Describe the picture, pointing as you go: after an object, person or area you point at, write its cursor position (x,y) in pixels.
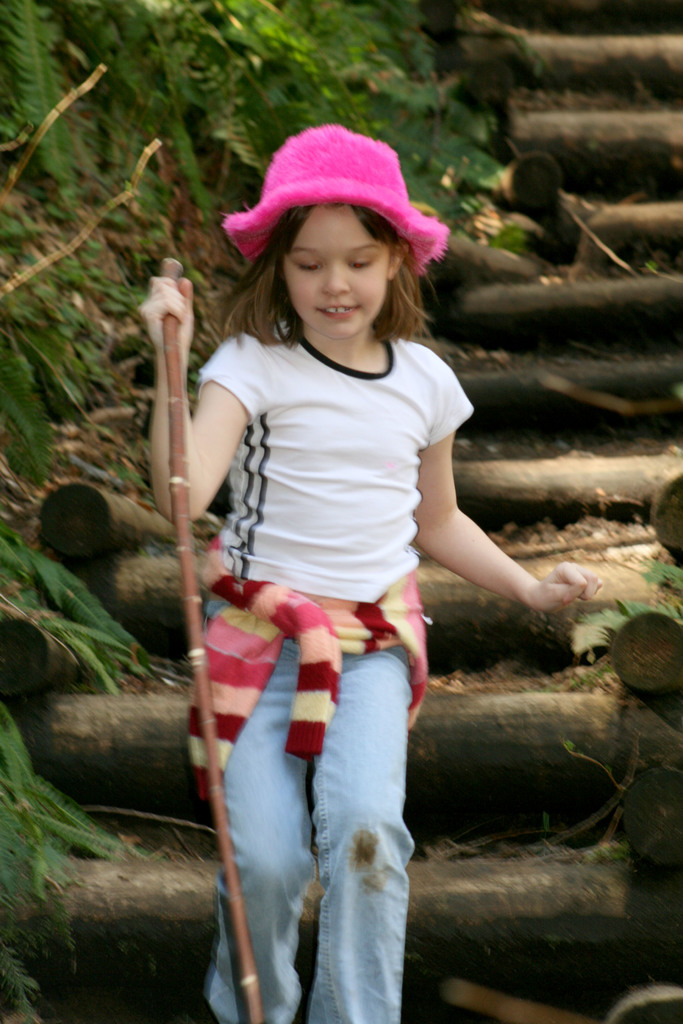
There is one girl (394,570) holding a stick (221,848) as we can see in the middle of this image (375,620). There are stairs (569,542) in the background (608,450).
